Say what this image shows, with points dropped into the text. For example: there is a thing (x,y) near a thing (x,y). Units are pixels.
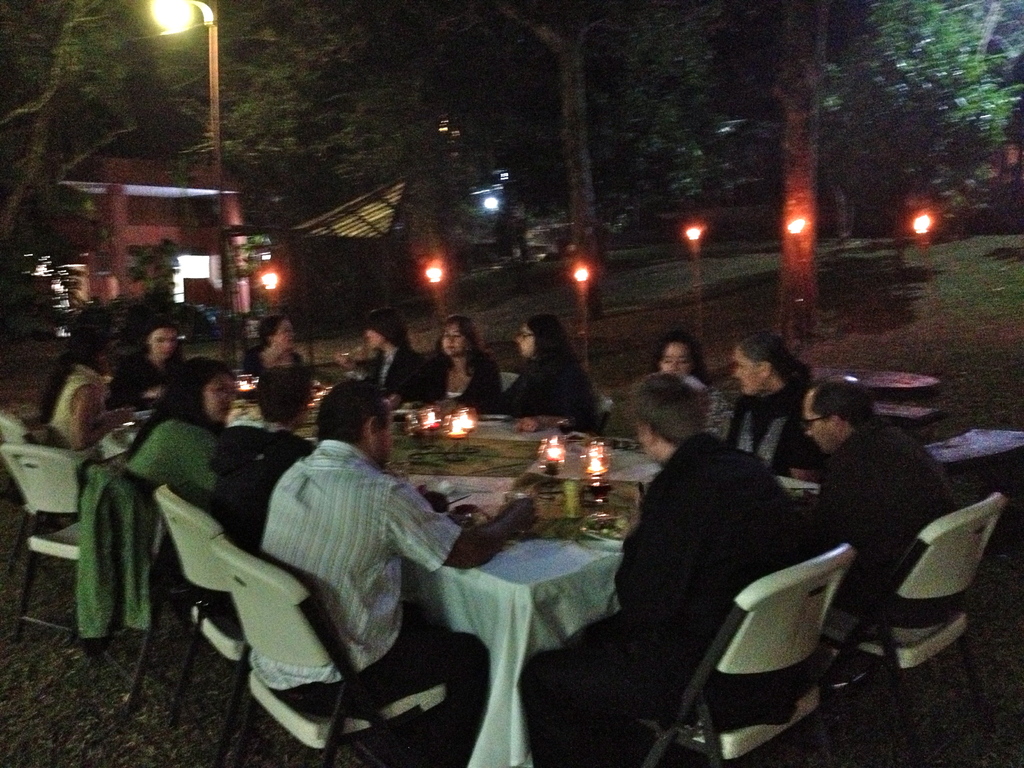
a table (492,454) on which candles (543,451) are placed. around the table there are chairs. many people (710,423) are seated on them. behind them there are trees (391,79) and lights (432,264). it's the nighttime.
